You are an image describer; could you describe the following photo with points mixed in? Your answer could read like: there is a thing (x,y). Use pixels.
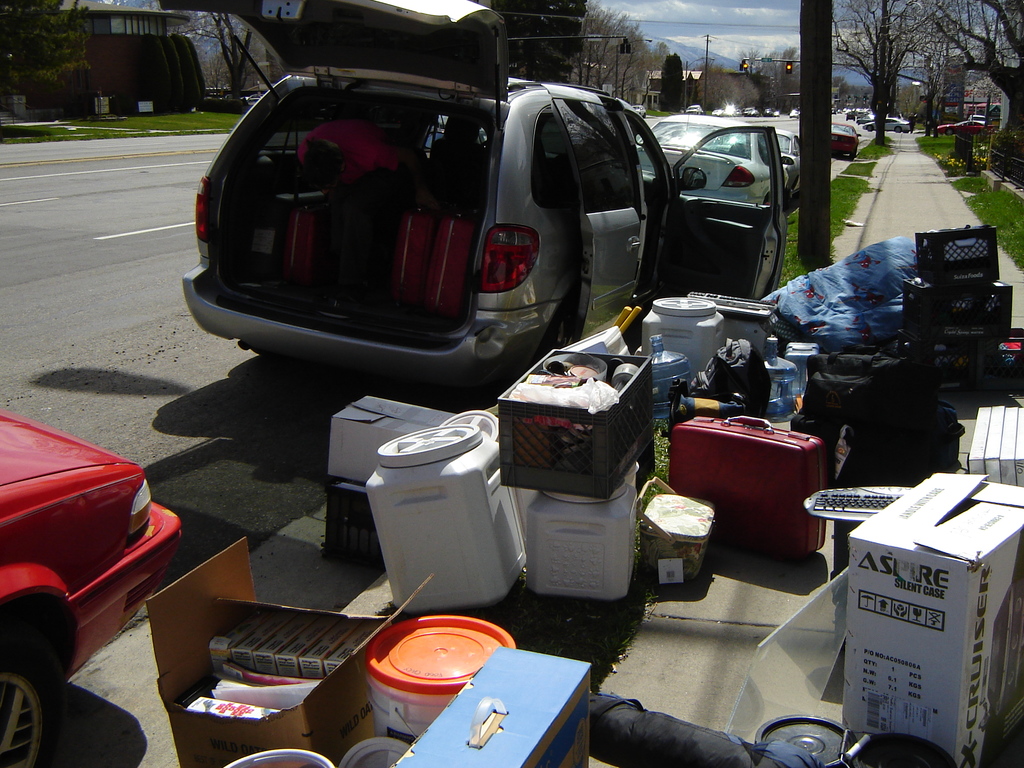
This is an outside view. Here I can see many boxes (599,525), luggage bags (785,461), card boxes (922,503) and some other objects (780,640) are placed on the footpath (698,638). On the left side (324,331) there are many vehicles (641,193) on the road (130,297). On both sides of the road (139,306) there are many trees (580,51), light poles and buildings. At the top of the image (716,24) I can see the sky (728,41).
